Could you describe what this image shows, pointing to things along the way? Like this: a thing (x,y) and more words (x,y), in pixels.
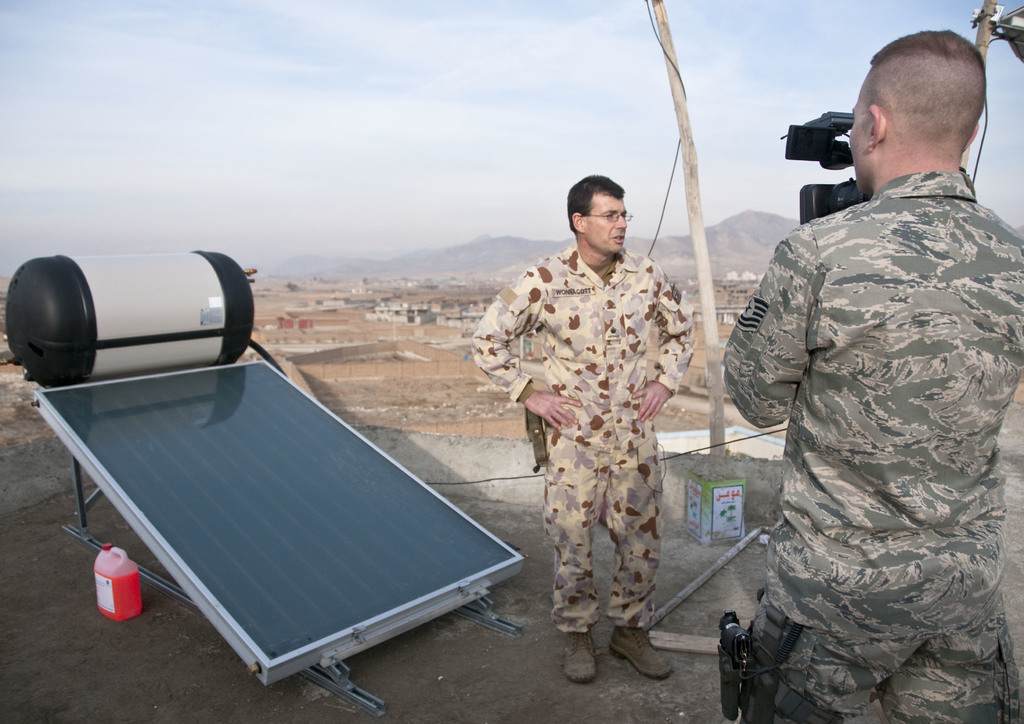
In the picture we can see two men (976,600) are standing on the path (98,666), one man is standing and keeping the hands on his hip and he is with army uniform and to the opposite direction we can see another person (909,124) standing and capturing the picture of the person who is standing and besides them we can see solar panels (123,403) on the path (658,714) and in the background (531,40) we can see a mud surface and a hill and sky (535,178).
